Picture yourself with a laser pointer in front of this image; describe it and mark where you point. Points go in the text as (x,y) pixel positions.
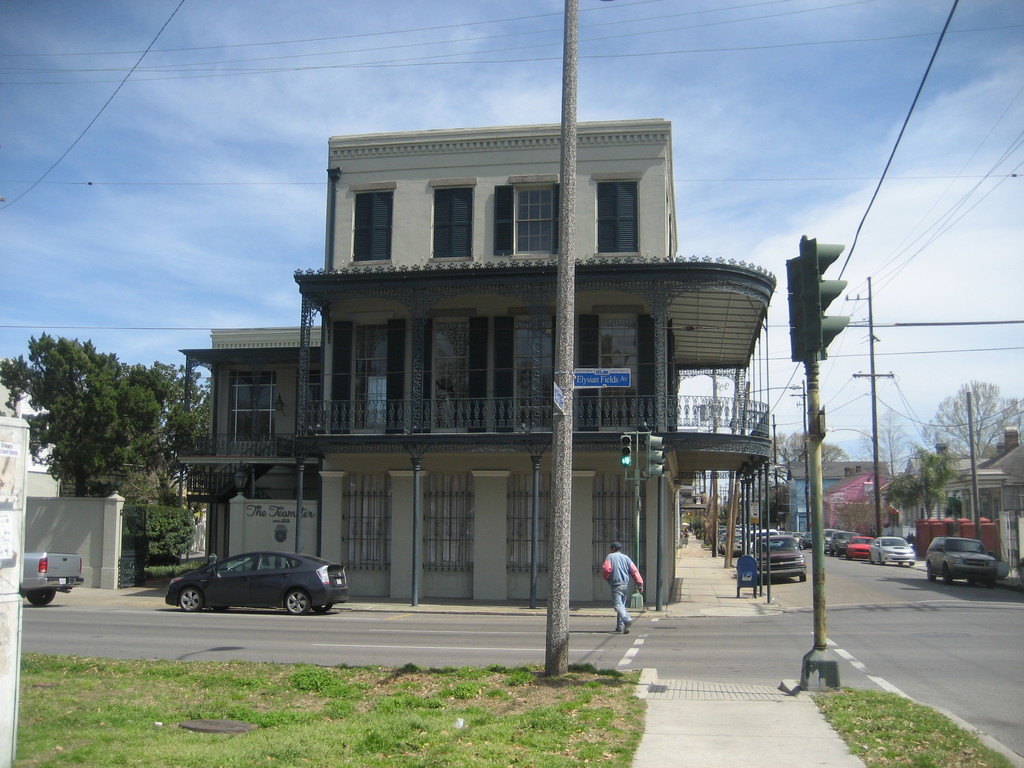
On the left side (335,612), there is a person (614,602) walking on the road (455,629), on which there are two vehicles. Beside this road (473,656), there are a pole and grass (539,706) on the ground (503,717). On the right side (986,687), there is a road (829,600). Beside this road (948,699), there are a pole (825,271) and grass (898,706) on the ground (883,695). Beside this grass (883,712), there is a footpath (695,739). In the background (612,525), there are vehicles (991,560) parked aside on the road (834,582), there are buildings (521,451) and trees (956,418) on the ground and there are clouds (436,121) in the blue sky (436,121).
